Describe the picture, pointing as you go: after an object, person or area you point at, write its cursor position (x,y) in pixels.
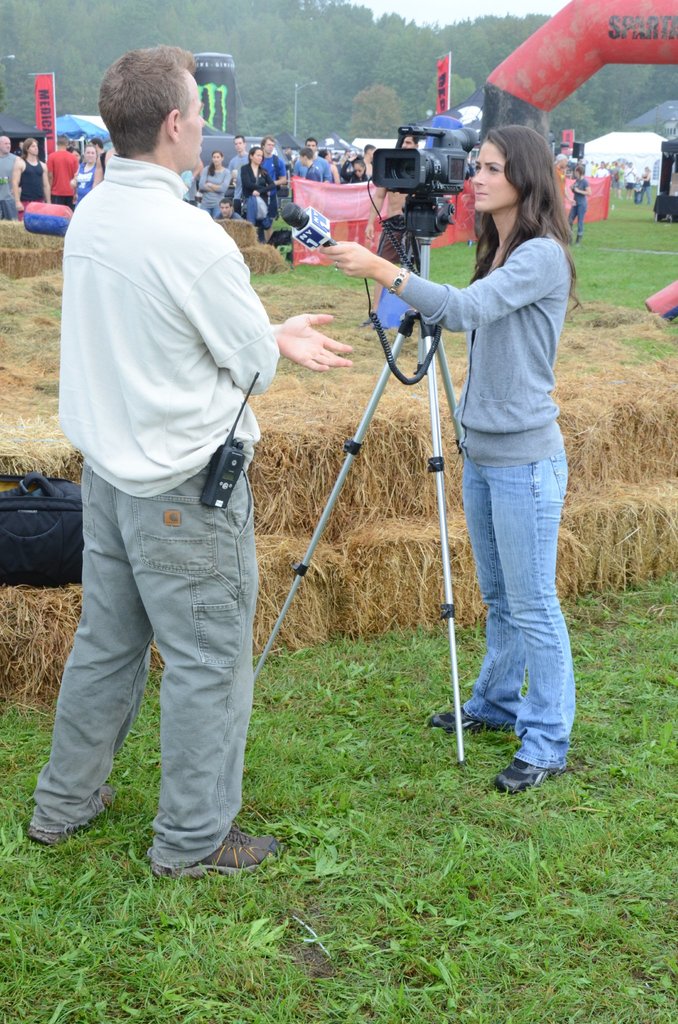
In this image we can see a man (171,83) is standing on the grassy land (393,943). In front of him, we can see a woman (523,390) is standing by holding mic (327,245) in her hand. Behind them, we can see a tripod stand (410,219) and camera (426,188). In the background (33,194), we can see so many people (298,175), inflatable objects (658,45) and dry grass (603,421). At the top of the image (457,52), we can see the sky (493,7) and trees (284,57). There is a black color bag (36,520) on the left side of the image (31,549).
